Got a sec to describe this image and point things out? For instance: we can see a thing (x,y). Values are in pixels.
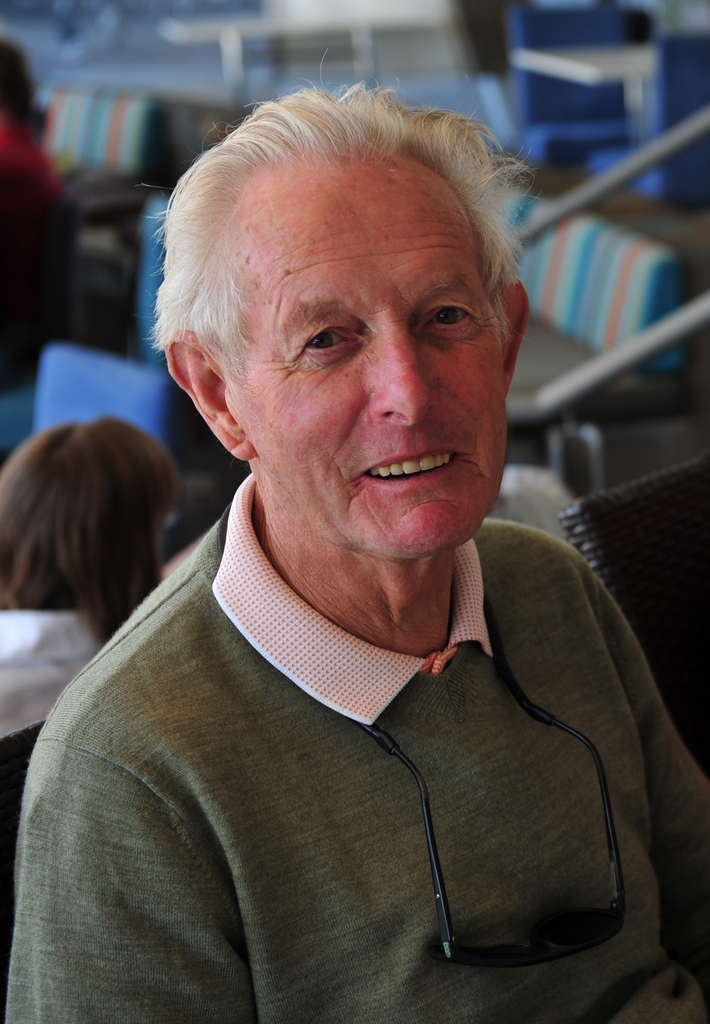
There is a person (334,841) wearing green dress (370,841) is sitting and there are few other people (171,573) behind him.
